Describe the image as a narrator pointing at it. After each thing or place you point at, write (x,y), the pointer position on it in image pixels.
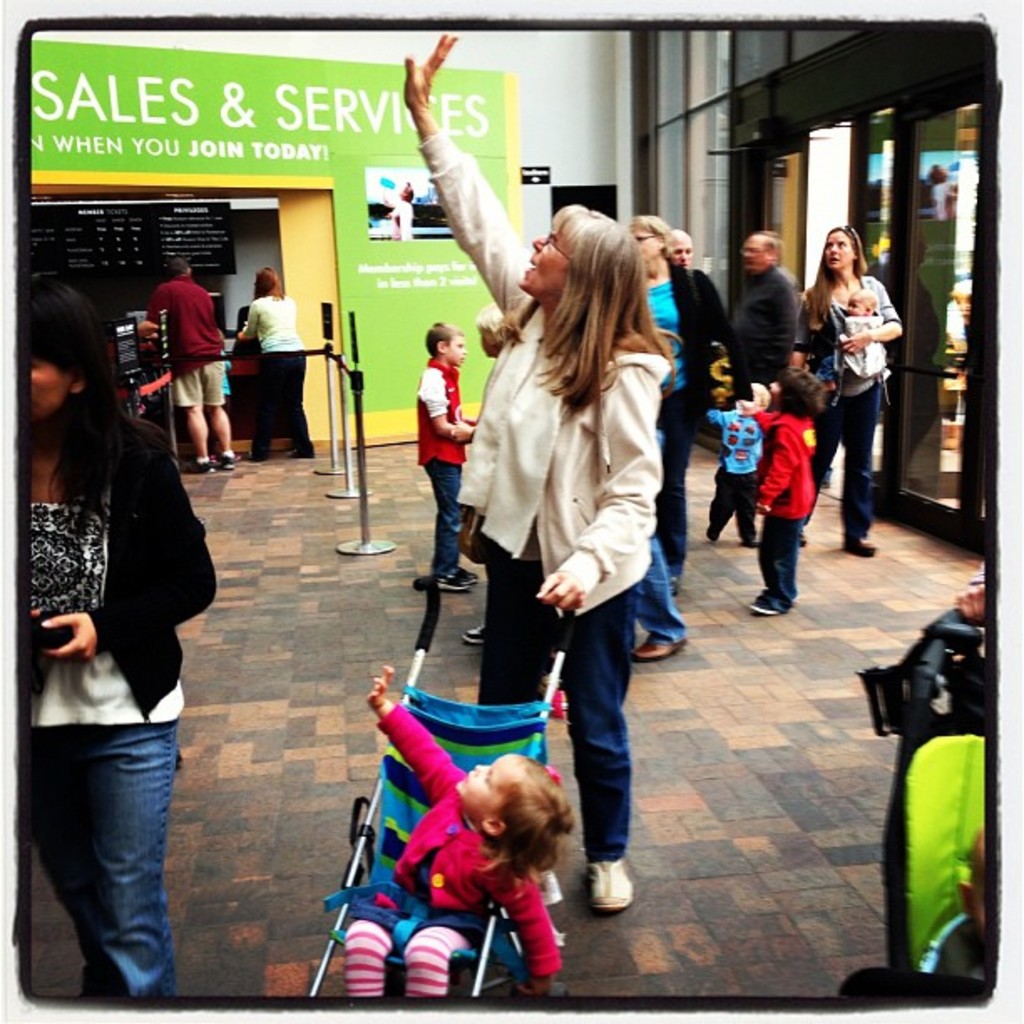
In this picture I can observe some people (546,529) on the floor (235,592). On the bottom of the picture (447,836) there is a baby (429,844) sitting in the stroller (468,731). There are men (742,364) and women (544,313) in this picture.
